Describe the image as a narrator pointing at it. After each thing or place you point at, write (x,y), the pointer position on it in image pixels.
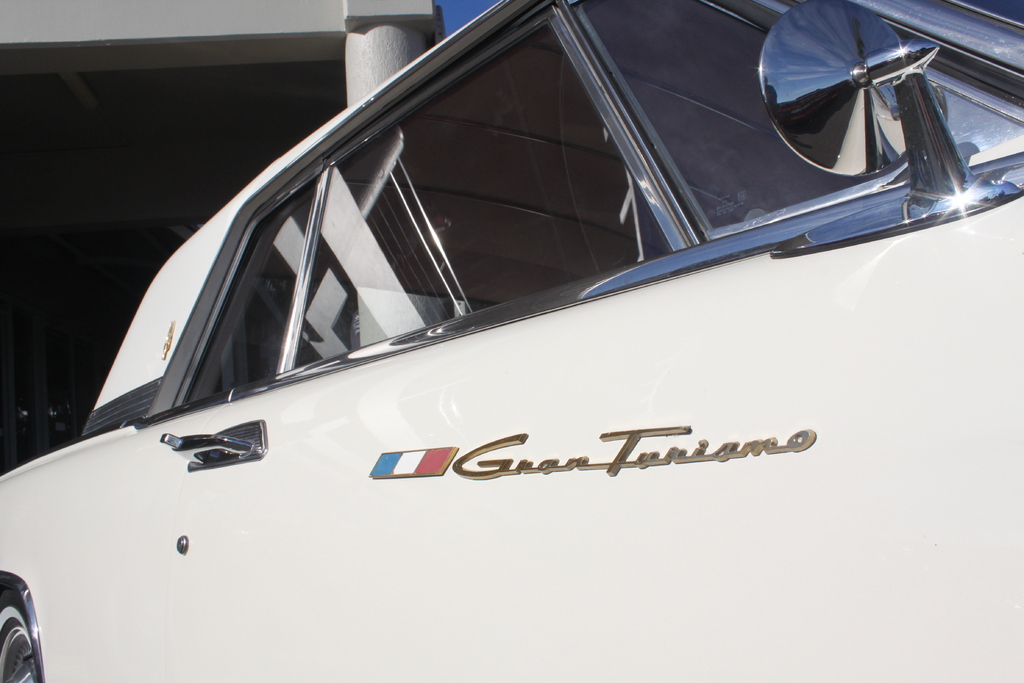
In this image we can see a motor vehicle (583,358).
